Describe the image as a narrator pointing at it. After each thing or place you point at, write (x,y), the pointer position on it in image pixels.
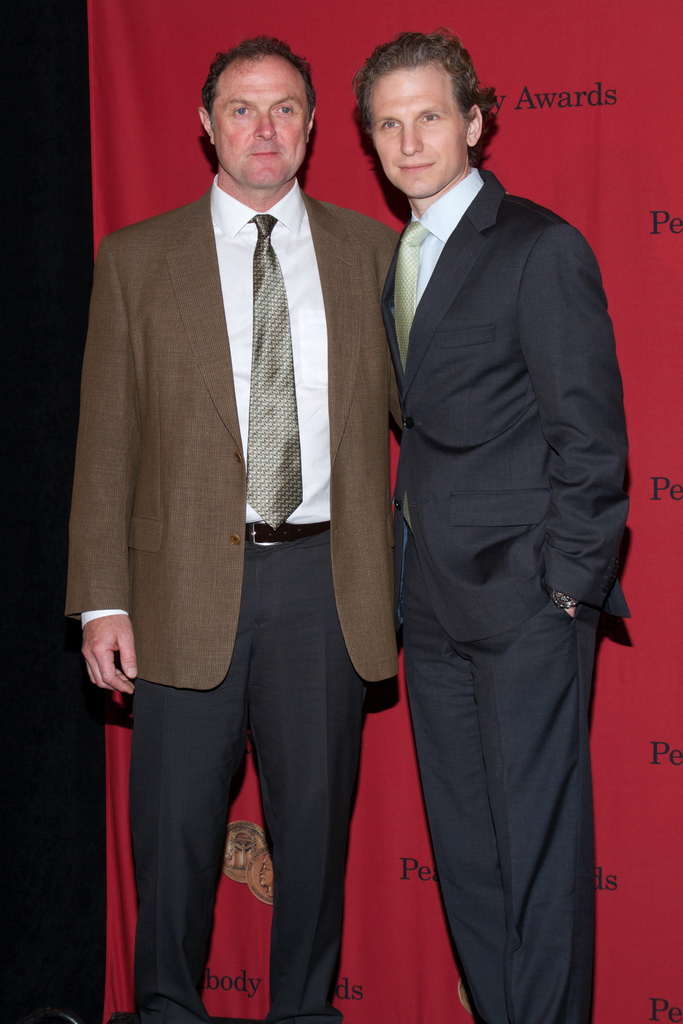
In the center of the image (337,642) we can see two people (429,430) standing. They are wearing suits (419,350). In the background (652,365) there is a curtain (142,121).
